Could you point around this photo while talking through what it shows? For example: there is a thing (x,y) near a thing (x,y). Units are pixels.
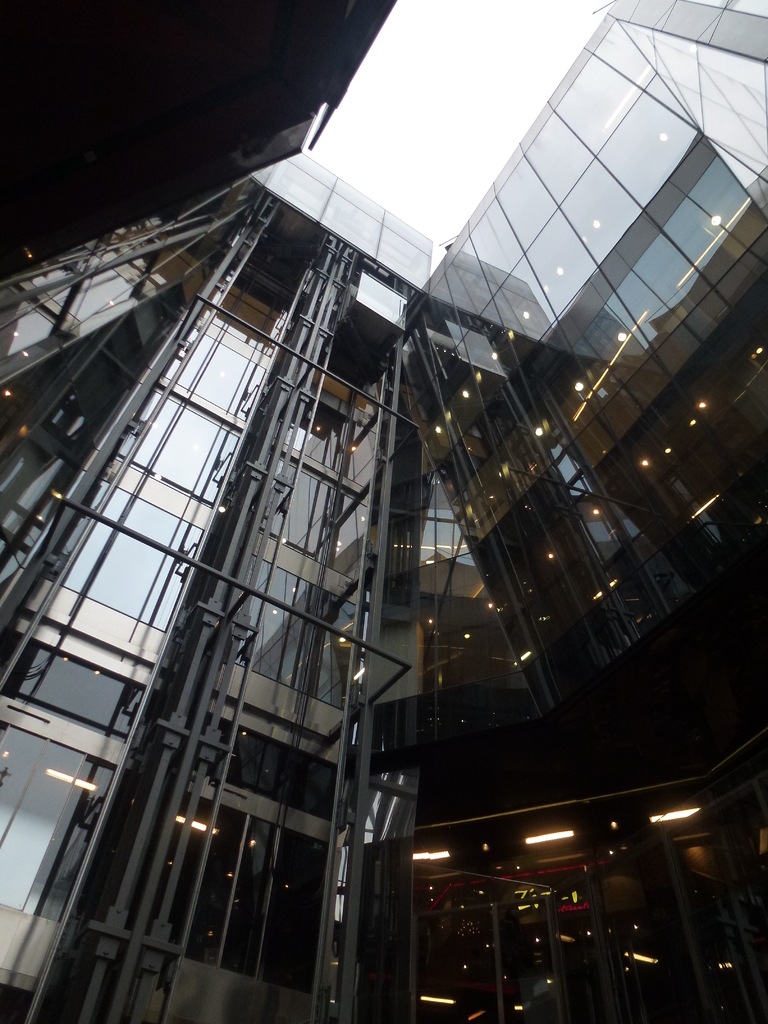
In this picture I can observe a building (213,364). There are glasses (245,873) on this building (435,523). I can observe some lights (196,822) inside the building (482,677). In the background (396,148) there is a sky (386,117).
